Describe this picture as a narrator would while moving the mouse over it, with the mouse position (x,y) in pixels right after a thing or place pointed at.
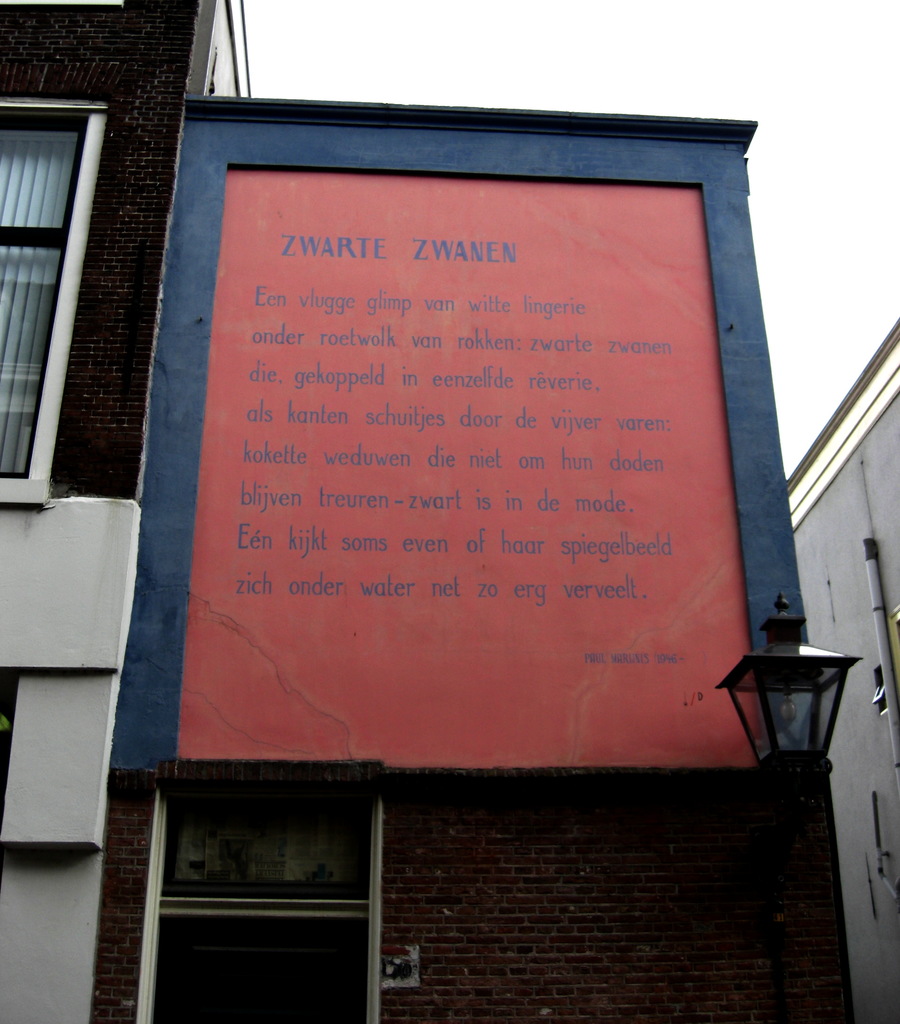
In this picture there is a poster (570,579) which is placed on the wall (776,555). At the bottom (297,928) there is a door (329,951). On the left (52,191) I can see the window blinds (47,201) and window (37,232). On the right (862,819) there is a building (851,780). In the top right (667,20) I can see the sky (758,35). In the bottom right corner (773,714) there is a street light (816,719) near to the brick wall (737,895).
